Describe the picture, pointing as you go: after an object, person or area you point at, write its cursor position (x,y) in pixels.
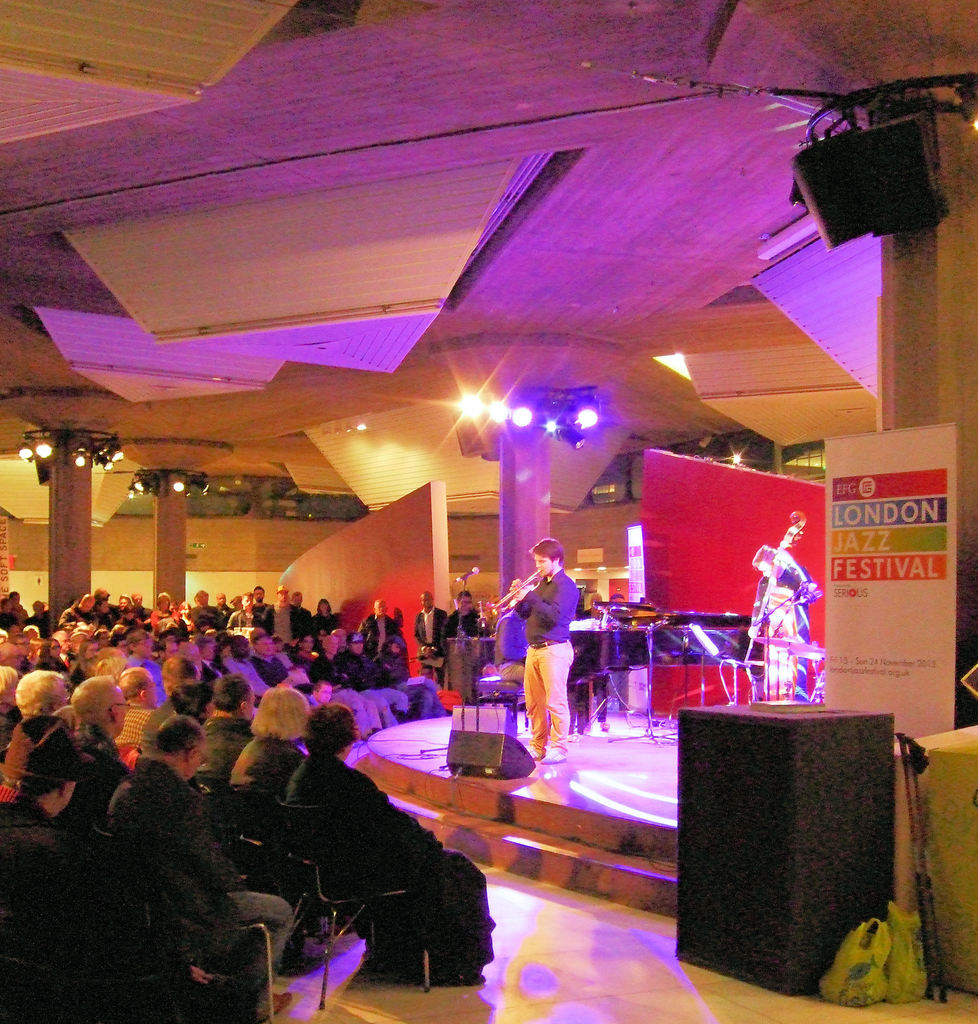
In this image, there are a few people (219,643). Among them, some people (216,716) are sitting. We can see a microphone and some musical instruments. We can also see the ground (544,789) with some objects (499,742). We can see some stairs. There are a few pillars (965,236). We can see some boards (944,587) with some text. We can see some lights (569,442) and an object (898,222) on one of the pillars (918,259). We can also see a black colored object (705,844) on the right (722,752). We can see the roof (954,73) and a red colored object (680,537).
